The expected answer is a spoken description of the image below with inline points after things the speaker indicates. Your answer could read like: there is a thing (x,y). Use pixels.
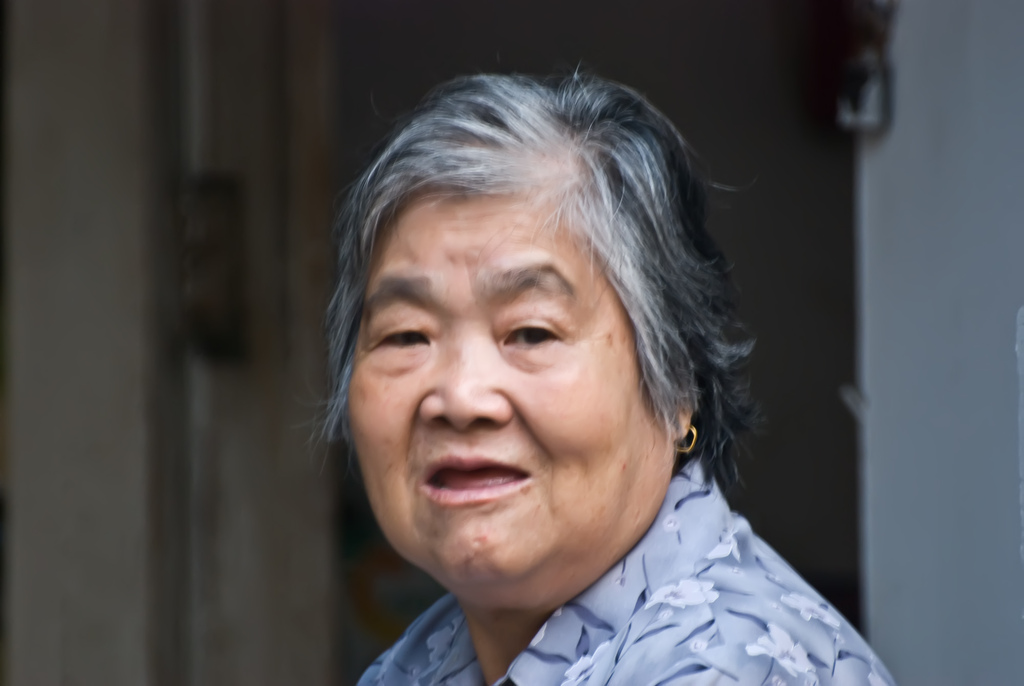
In the image we can see a woman (684,629). Behind her there is a wall (59,44).
